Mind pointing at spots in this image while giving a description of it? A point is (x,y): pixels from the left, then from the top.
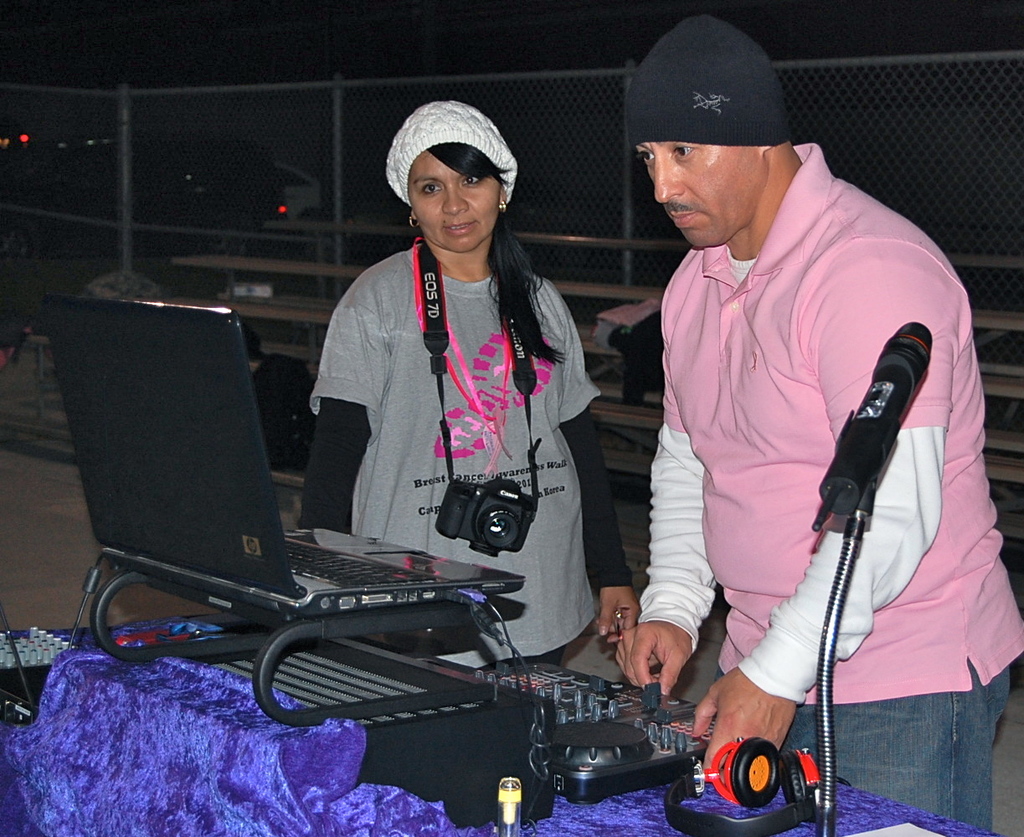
In this picture we can see two people (468,444), camera (522,508), laptop (335,557), cloth (356,827), devices (501,671), mic (884,375), fencing net (340,167), some objects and in the background (617,18) it is dark.
